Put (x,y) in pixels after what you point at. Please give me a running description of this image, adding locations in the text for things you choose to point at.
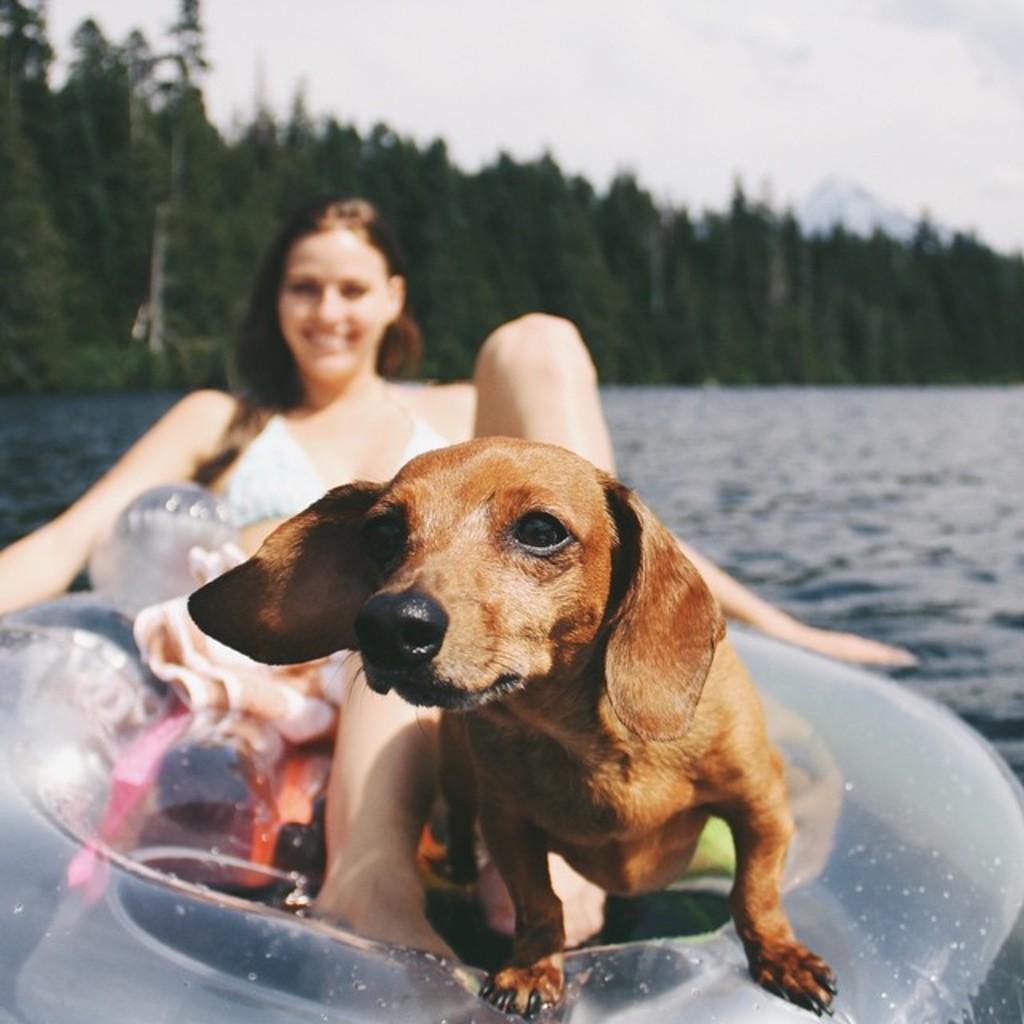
This image consists of a woman (305,469) and a dog (488,653). This is on a boat (838,836). There are water (853,492) in this image and trees (487,197) on the top (727,218). The dog (610,494) is in brown color. She is smiling.
